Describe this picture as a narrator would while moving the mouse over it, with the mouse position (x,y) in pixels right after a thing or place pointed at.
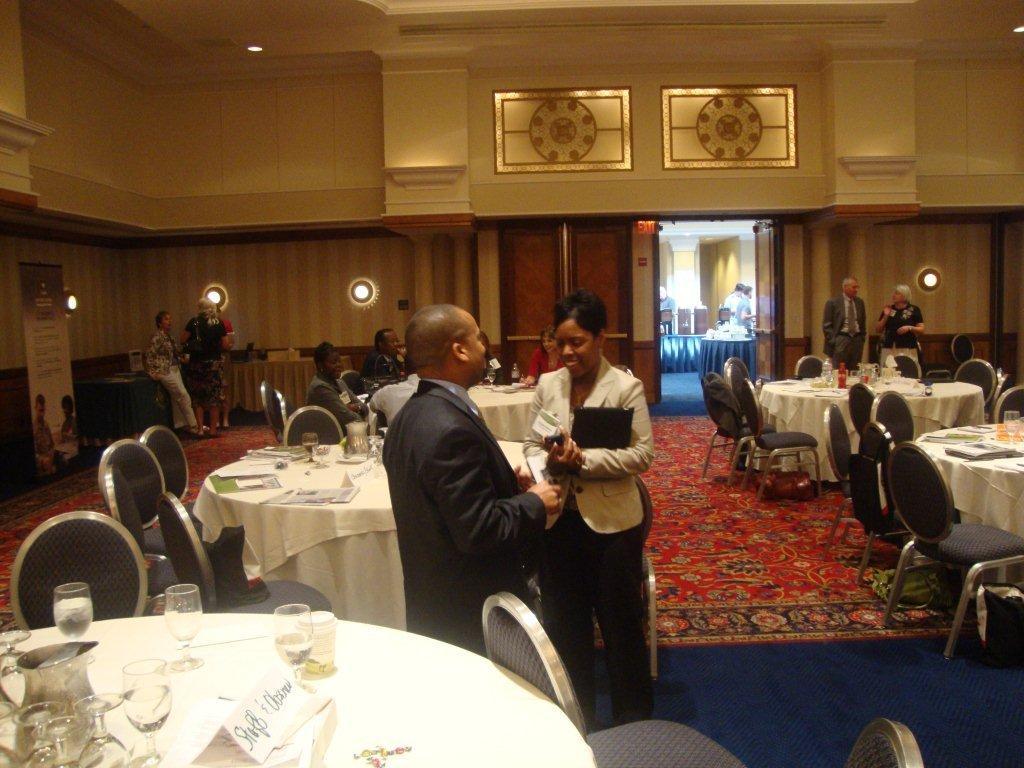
In front of the image there is a man (491,492) and a woman (602,461) standing, the woman (550,457) is holding some objects (586,438), around them there are tables (333,555) and chairs (335,427), on the tables (353,662) there are some objects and there are a few people (333,390) sitting in chairs (357,393), behind them there are a few other people (202,344) standing and there are banners (73,399), tables (149,414). On the walls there are lamps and there are doors (609,287). In the background of the image (710,345) there is another room (679,365) with few people (737,293) in and some objects (705,318) in the room (728,332), on top of the wall (810,137) there are some objects (664,130) and there is a mat (703,569) on the surface (769,746).
